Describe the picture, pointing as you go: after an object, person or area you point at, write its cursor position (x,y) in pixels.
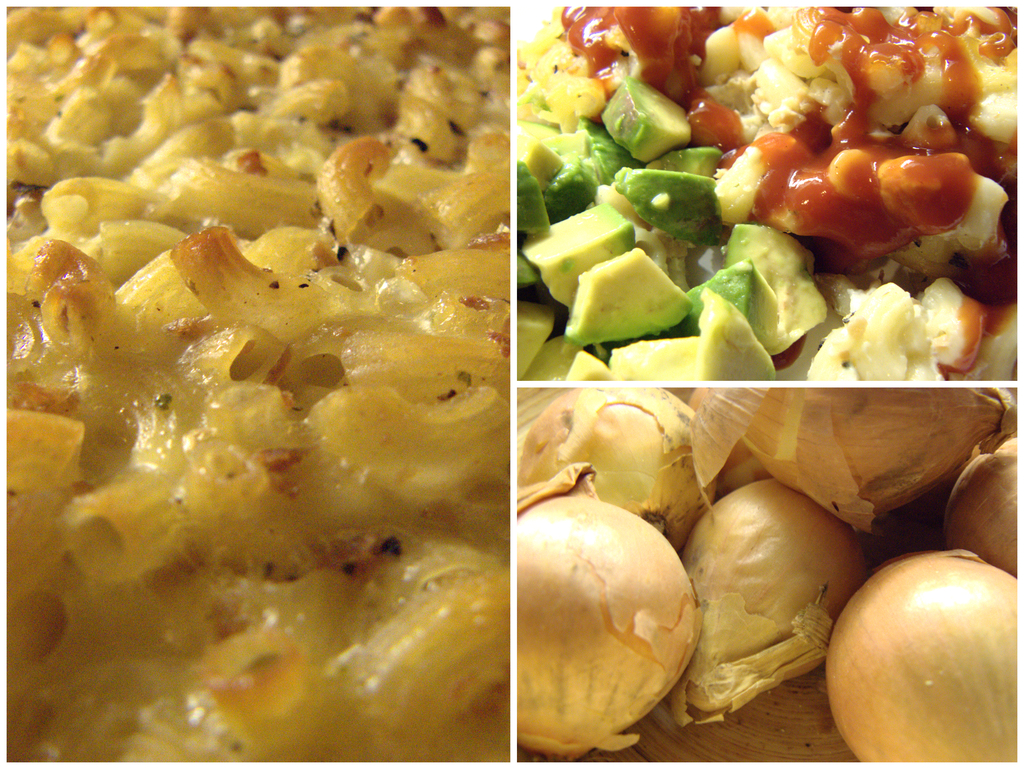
This is a collage of three different pictures with food items (743,571).
